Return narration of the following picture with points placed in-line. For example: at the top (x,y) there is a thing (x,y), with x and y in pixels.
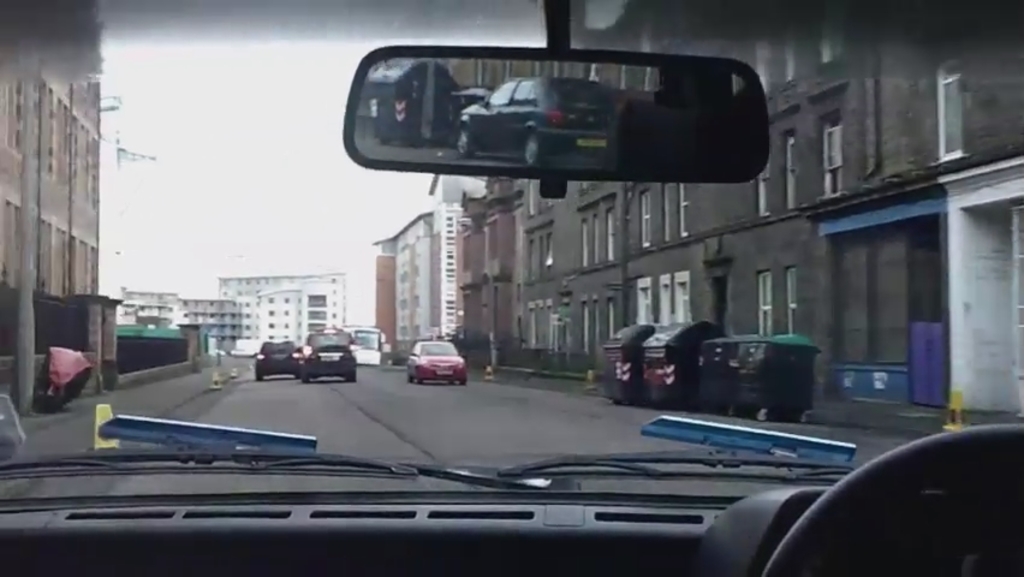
In this picture I can see there is a mirror (522,127), a steering wheel (995,470), there is a windshield (180,383) and there are few cars (409,378) moving on the road (397,403), there are few buildings (616,309) on the left (80,268) and right sides of the road (319,382) and the sky (369,293) is clear.
